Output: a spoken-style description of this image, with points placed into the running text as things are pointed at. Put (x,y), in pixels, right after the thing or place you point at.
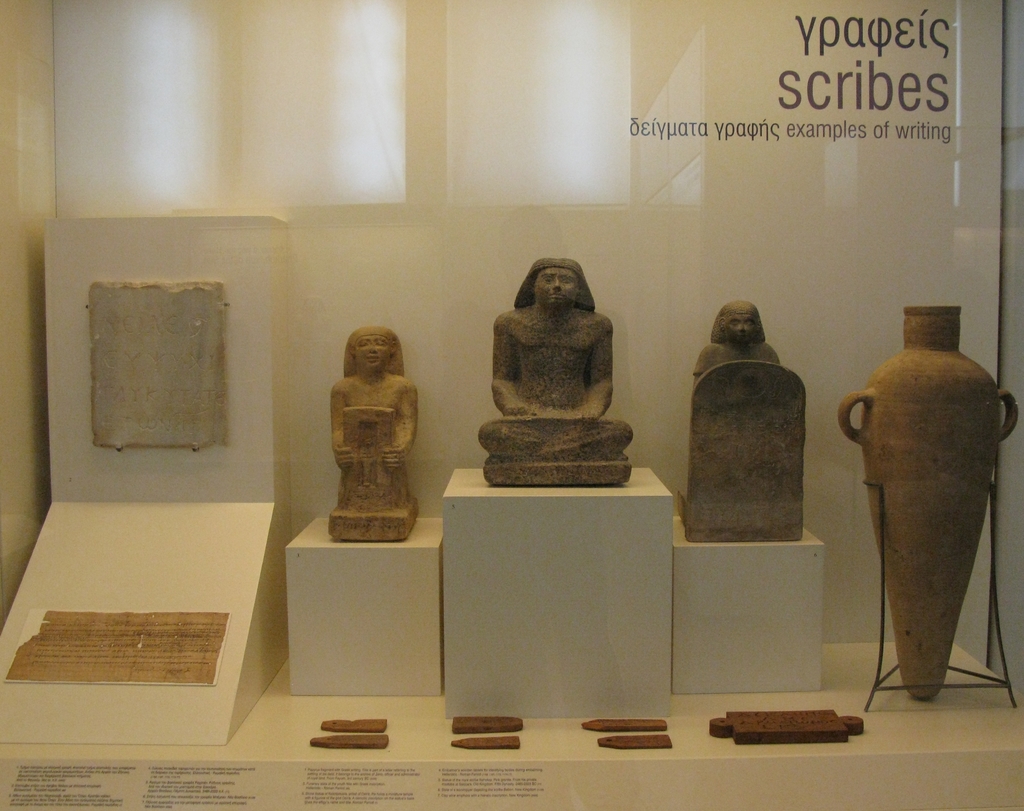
In this picture, there are stone structures (370,465) placed in the glass (637,237). Among them, there are statues (371,466) are placed on the box (534,701). On the top right (882,68), there is some text (725,135).
